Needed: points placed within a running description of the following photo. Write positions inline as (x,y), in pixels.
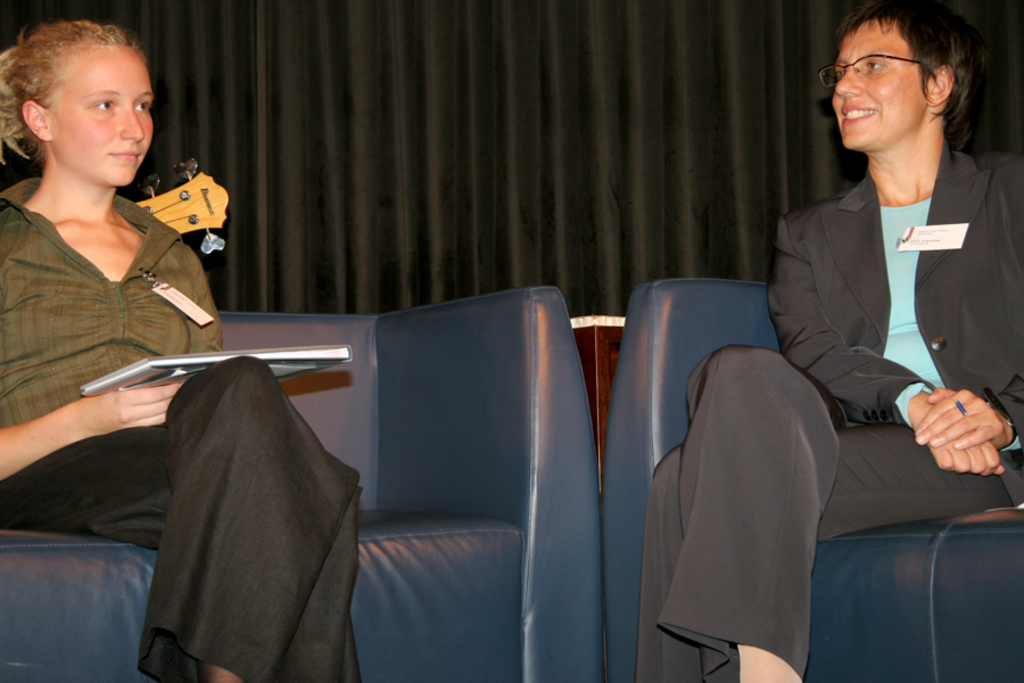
In the image we can see there are people (889,424) who are sitting on sofa (580,523).
